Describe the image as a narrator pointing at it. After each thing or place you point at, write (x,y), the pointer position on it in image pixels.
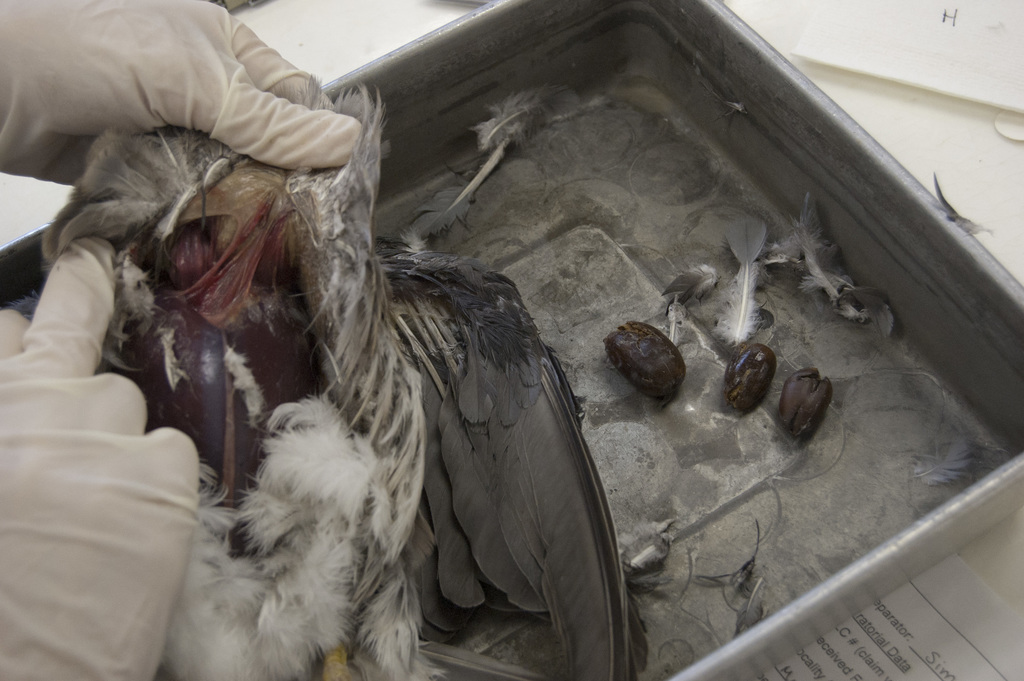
We can see a bird (354,259) hold with hands (200,19) and we can see paper (864,633), tray (860,260) with feathers (812,268) and objects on the platform (1001,153).
